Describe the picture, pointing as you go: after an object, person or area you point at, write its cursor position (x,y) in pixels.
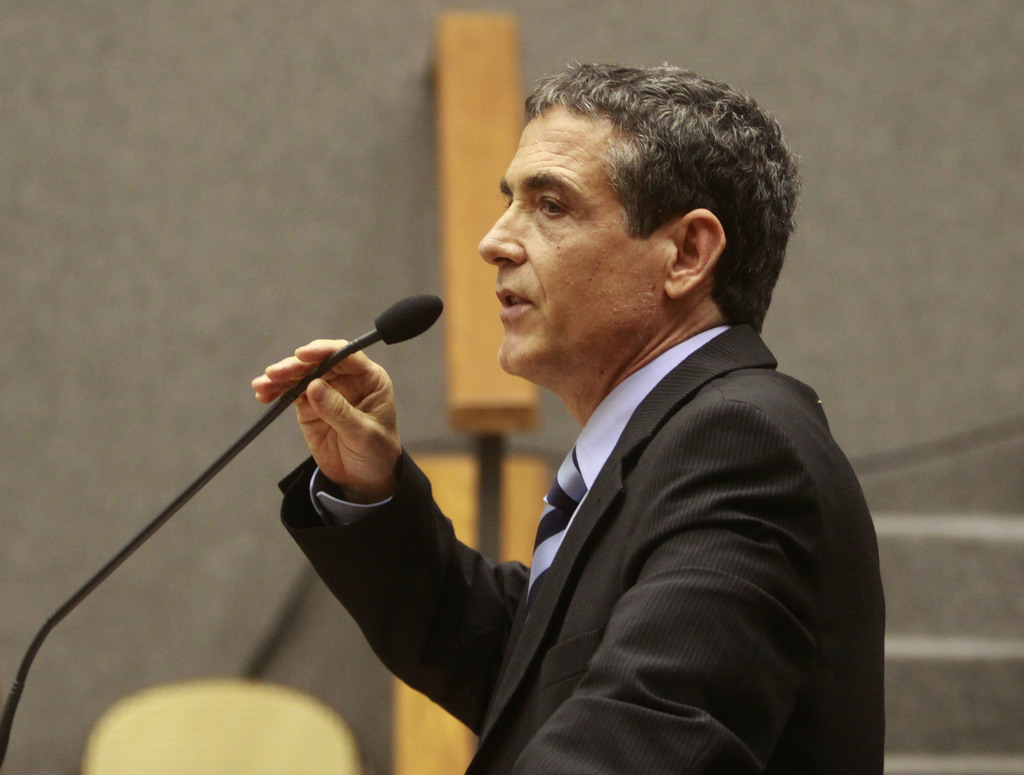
A person (555,529) wearing a black coat (638,575) is holding the mic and talking. In the background (753,49) there is a wall (408,170).
